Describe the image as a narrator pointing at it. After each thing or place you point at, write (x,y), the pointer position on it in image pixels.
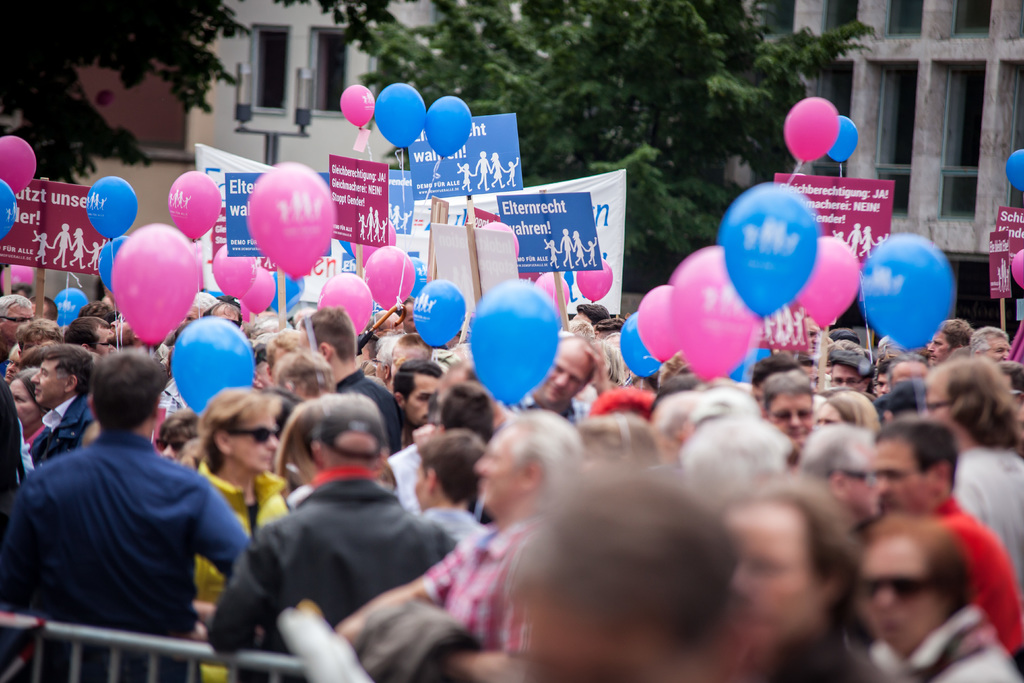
In the picture I can see a group of people (528,451) are standing on the ground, among them some are holding placards (358,189) which has something written on them and balloons (527,306). I can also see fence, buildings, trees (683,157) and some other objects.
